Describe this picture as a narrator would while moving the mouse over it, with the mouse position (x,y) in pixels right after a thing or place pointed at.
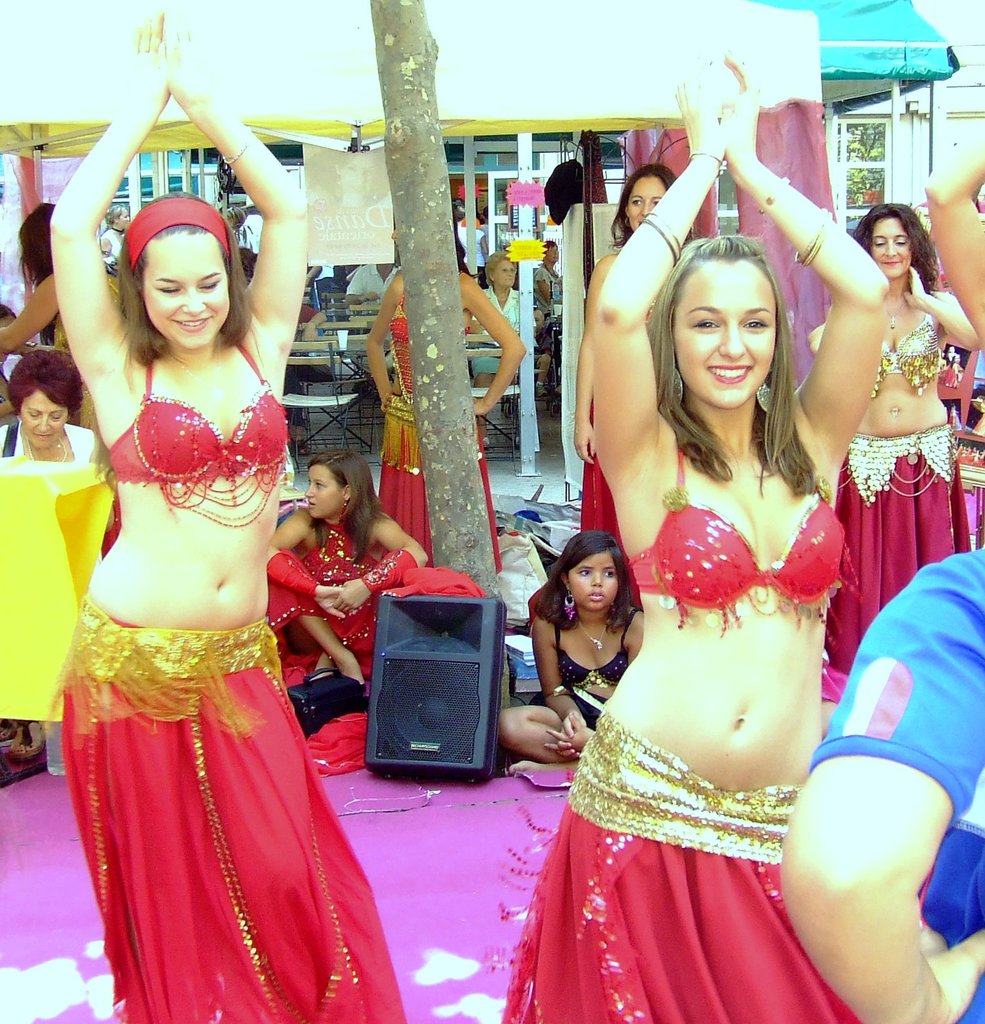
In this image I can see number of people (246,393) where few are sitting and few are standing. I can see most of them are wearing red color dress (90,712) and I can see smile (739,371) on few faces (748,320). In the background (481,626) I can see a black color speaker (400,679), few tents (540,108), a building (488,185) and few chairs (369,322).
